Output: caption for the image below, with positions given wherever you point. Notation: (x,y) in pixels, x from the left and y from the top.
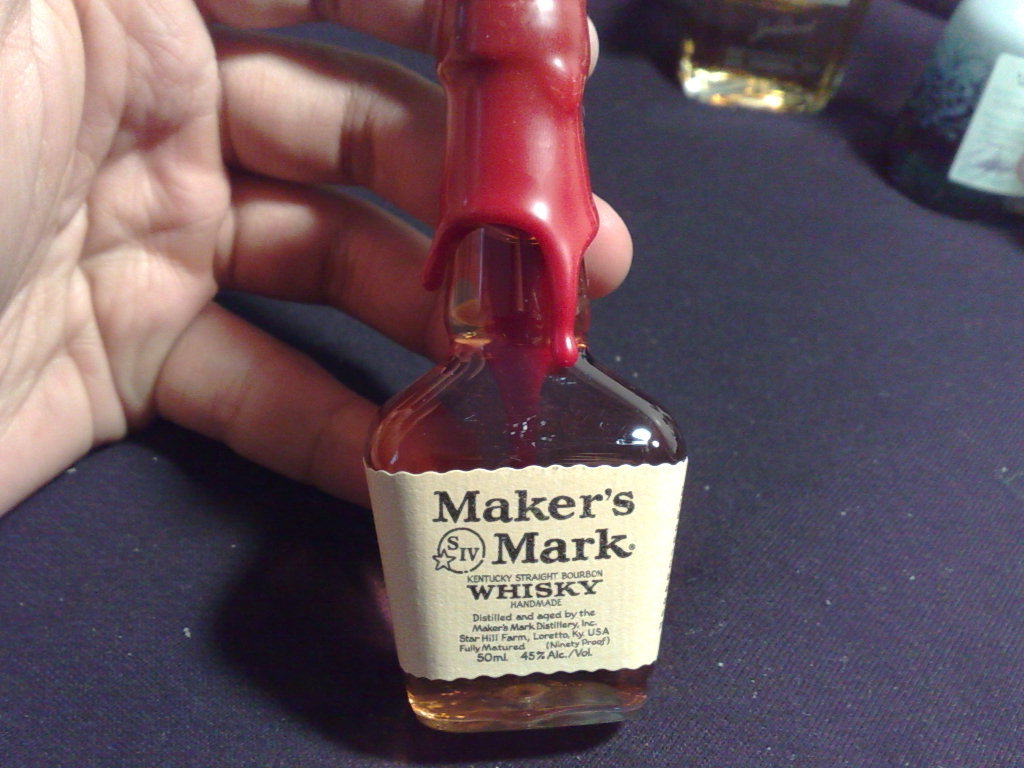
In the image we can see there is a whisky bottle (524,402) in the hands (13,251) of a person (345,420).
